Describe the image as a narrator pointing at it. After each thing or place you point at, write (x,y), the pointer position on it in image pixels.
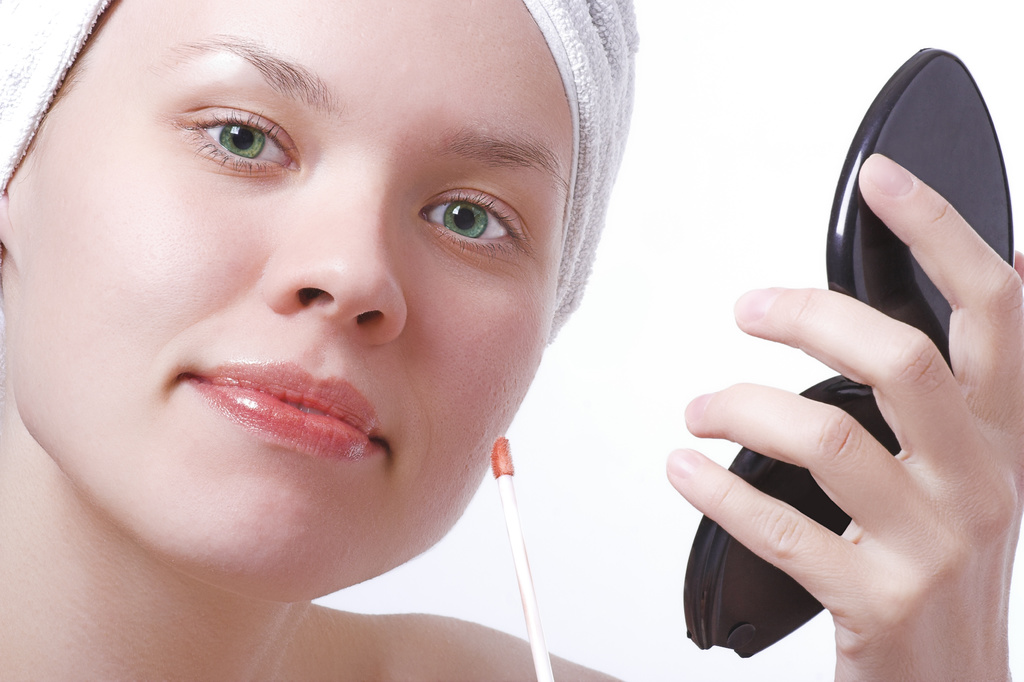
In this image I can see a woman (356,274) wearing a cloth (578,205) to her head (460,276) and holding a black colored object (866,417) in her hand (797,534). I can see the white colored background (792,180).
